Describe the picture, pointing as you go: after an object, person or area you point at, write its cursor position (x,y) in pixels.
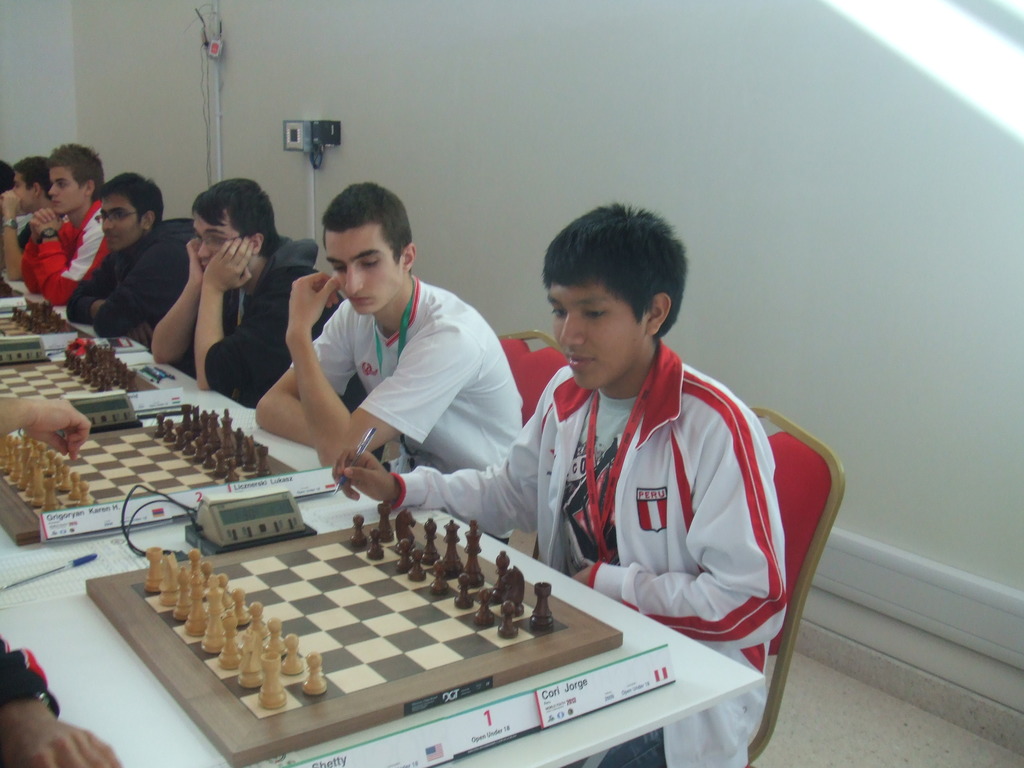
In this Picture we can see a group of boys (437,383) sitting together in the game hall (486,577) for playing chess, In front (635,478) right boy (675,503) wearing white and red jacket (659,499) is looking to the chess board (339,601) and timer (258,494) beside him. Another boy (317,377) is looking to him, Behind we can see the white wall (348,121) and a switch board (333,131).
